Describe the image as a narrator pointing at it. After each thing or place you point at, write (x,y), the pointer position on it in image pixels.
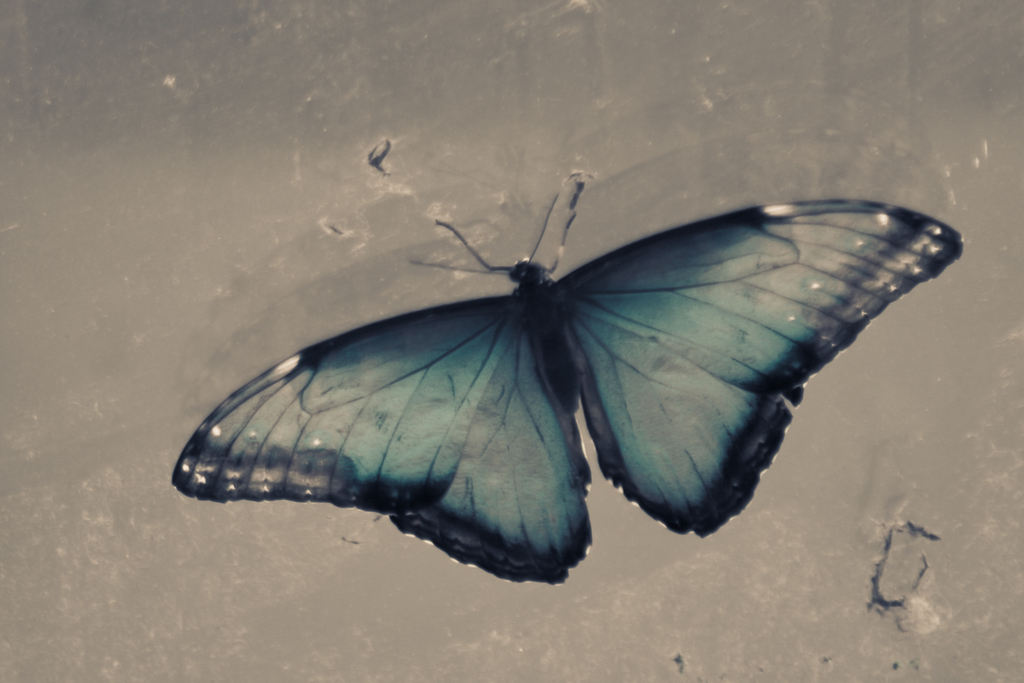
In this image there is a butterfly (551,422) in middle of this image (379,410) and there is a wall (403,145) in the background (644,153).
